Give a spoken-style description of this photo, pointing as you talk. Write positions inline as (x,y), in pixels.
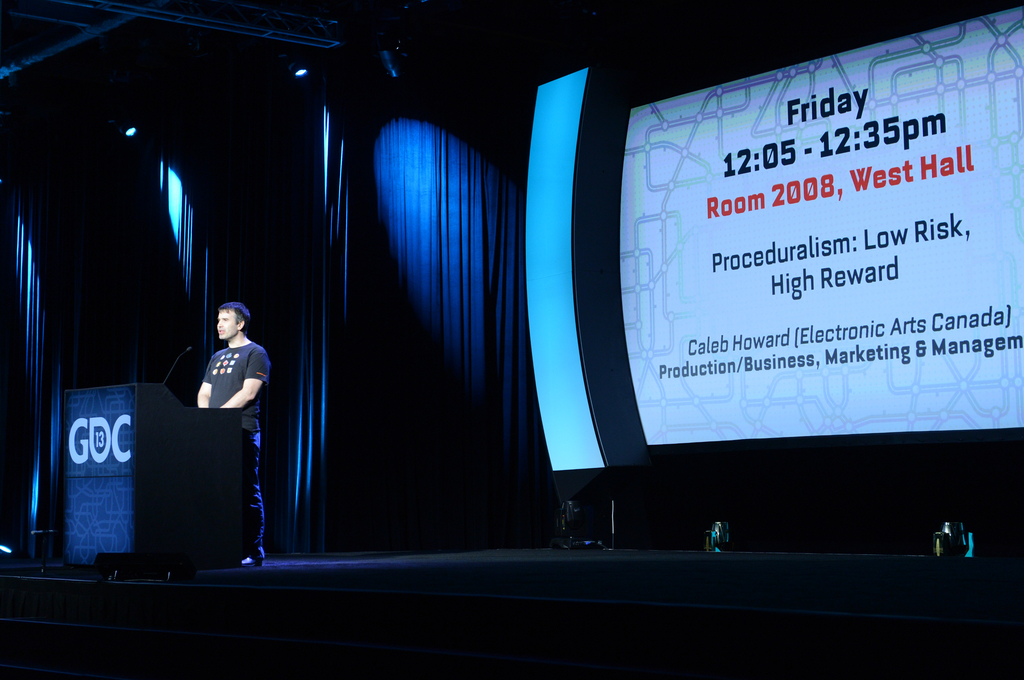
In this image I can see a person (255,471) standing on the stage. There is a microphone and its table (227,506) in front of him. There is a screen (759,238) and curtains (463,206) at the back (372,85). There are lights (398,58) at the top (391,47).
